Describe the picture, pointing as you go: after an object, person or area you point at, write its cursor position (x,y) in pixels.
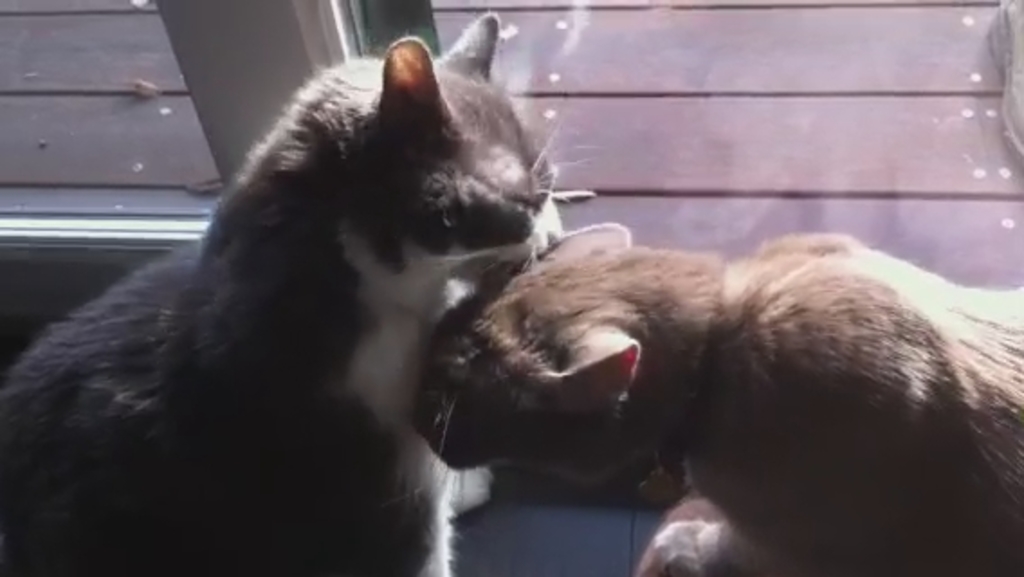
Here we can see two cats (692,384). In the background (549,67) we can see glass (767,148).
